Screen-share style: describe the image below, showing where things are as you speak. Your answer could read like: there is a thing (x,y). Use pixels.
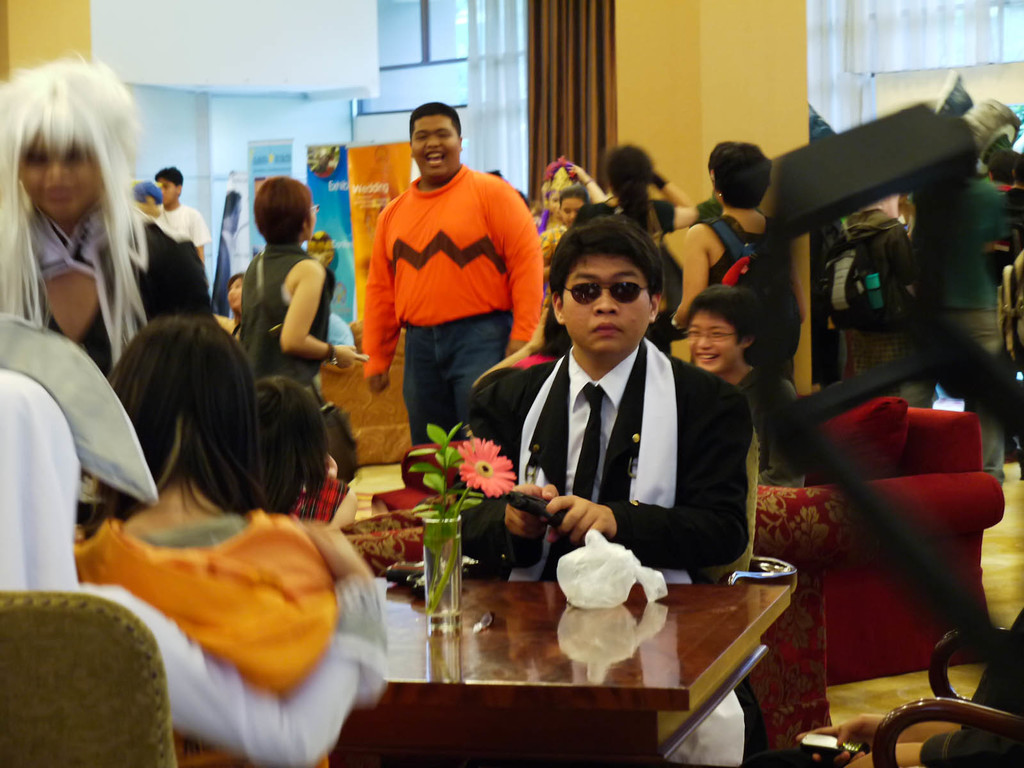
As we can see in the image there is a white color wall (222,136), banner (373,167), curtain (589,138), few people (2,149) sitting on chairs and a table (623,652).
